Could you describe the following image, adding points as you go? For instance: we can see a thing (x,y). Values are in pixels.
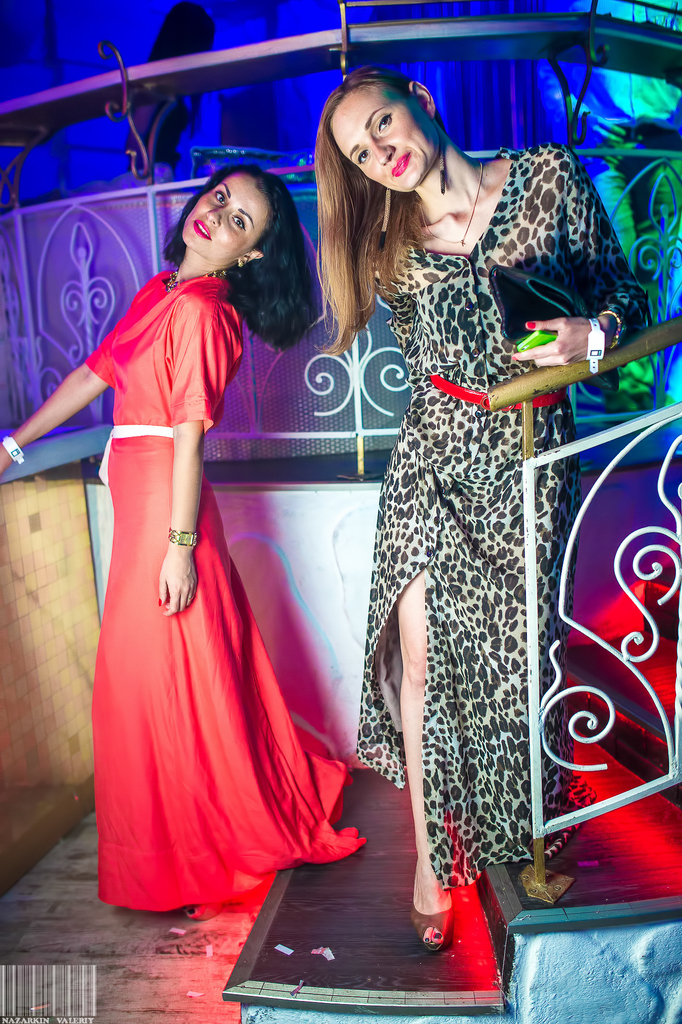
In this image we can see two ladies (469,851) standing on the staircase (362,832). There is a railing (535,818) to the right side of the image (533,577). In the background of the image (309,41) there is railing (239,447). There is a lady (170,111). At the bottom of the image (11,968) there is barcode (32,966).
